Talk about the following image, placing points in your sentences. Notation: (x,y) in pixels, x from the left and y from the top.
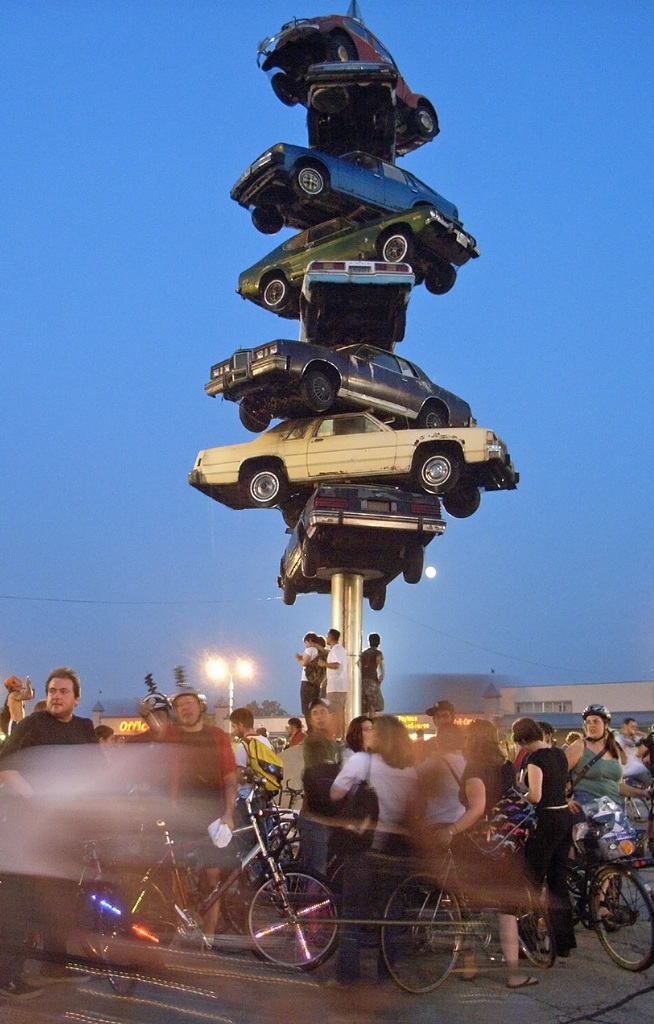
In this image we can see a spindle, beside that we can see people (570,925) holding bicycles (324,914), beside that we can see a street light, houses (285,719) and tree (278,713). And we can see the sky (612,459) at the top (243,248).
